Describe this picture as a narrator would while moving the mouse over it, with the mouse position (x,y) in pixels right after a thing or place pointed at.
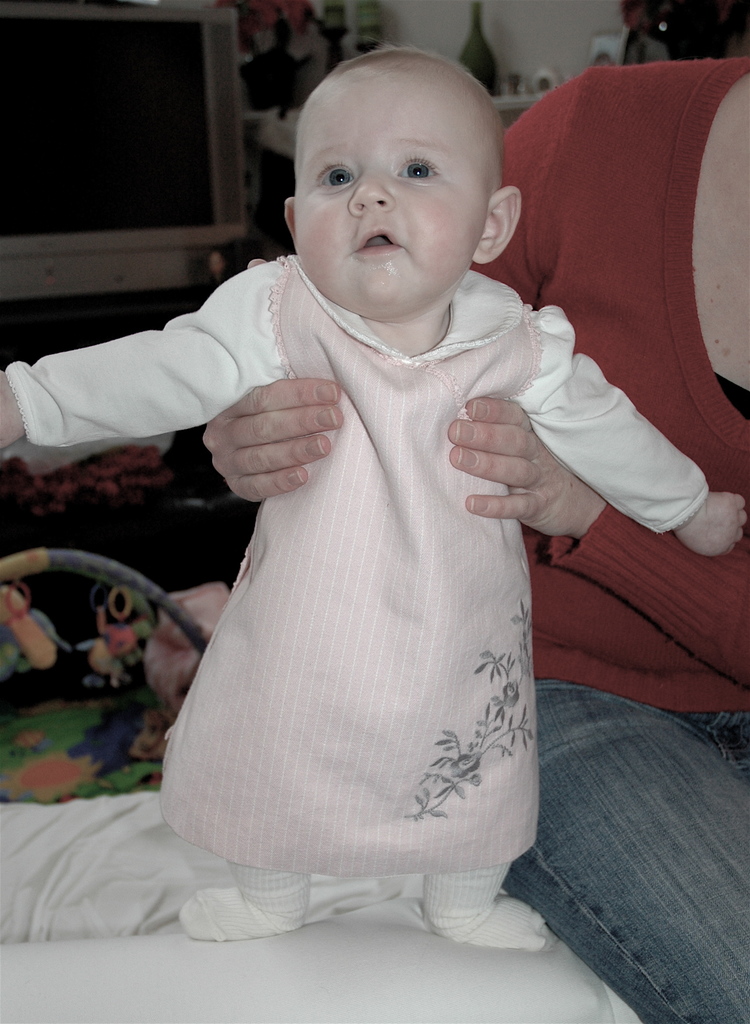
In this image we can see small baby (354,521). She is wearing light pink color dress (348,638). Right side of the image (640,611) one lady (654,644) is sitting, she is wearing red color sweater (623,327) with jeans (686,842) and holding to the baby (415,473). Background of the image (102,152) TV (123,152) and things (273,77) are present.
